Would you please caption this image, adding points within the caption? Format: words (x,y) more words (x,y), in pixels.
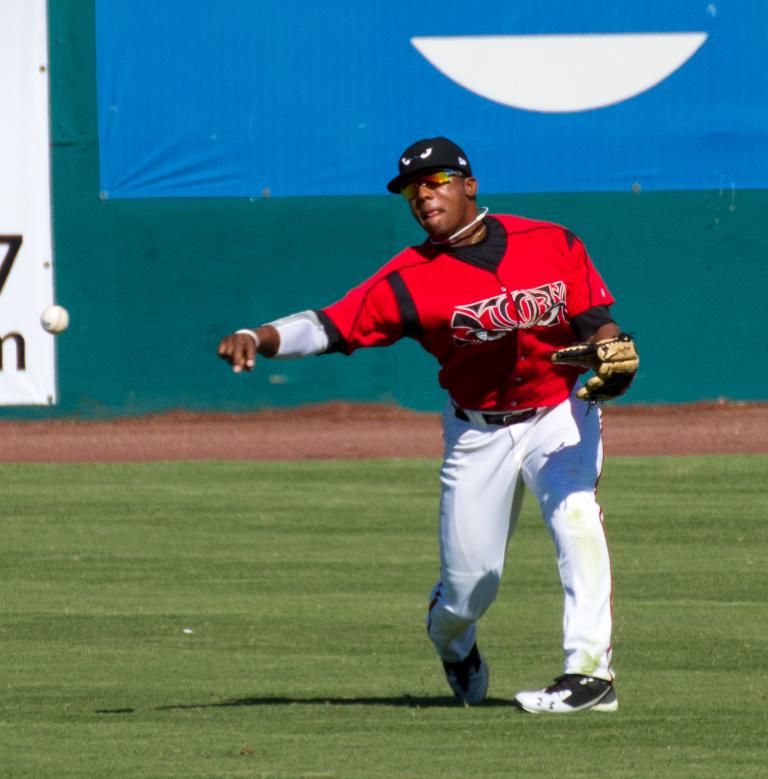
In this image there is a base ball player (454,441) standing on the ground (498,622) and throwing the ball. Behind him there is a banner (191,162). At the bottom (174,694) there is ground (183,647). He is wearing the gloves (581,390).
